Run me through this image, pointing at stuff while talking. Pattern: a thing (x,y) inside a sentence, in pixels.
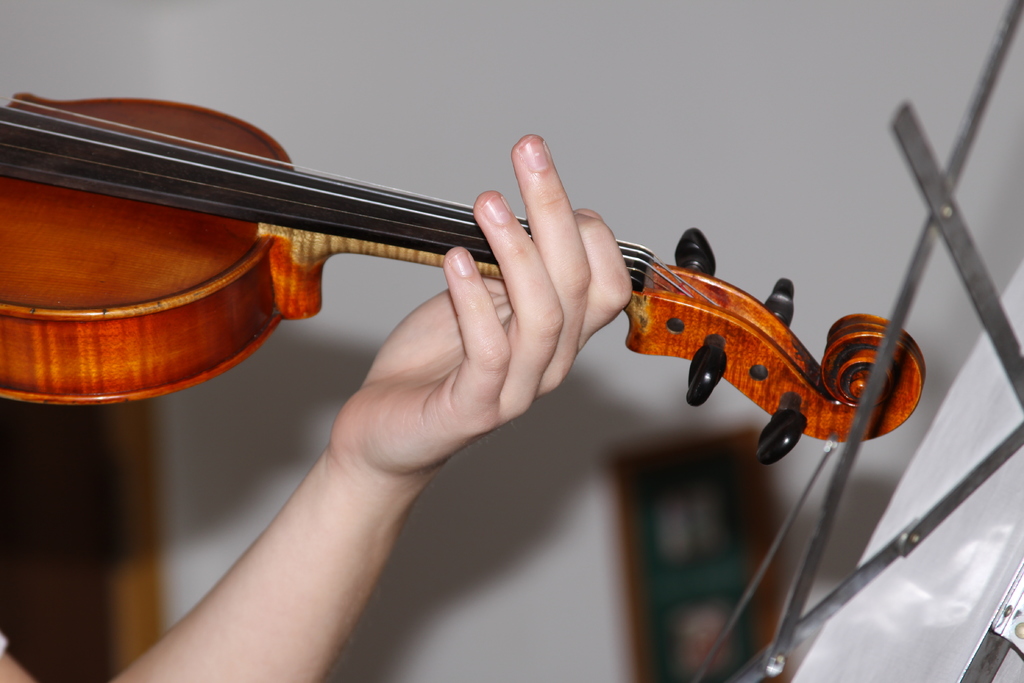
In this picture there is a person (165,668) holding a musical instrument (8,195) and in the background (590,101) is a wall (714,115).
